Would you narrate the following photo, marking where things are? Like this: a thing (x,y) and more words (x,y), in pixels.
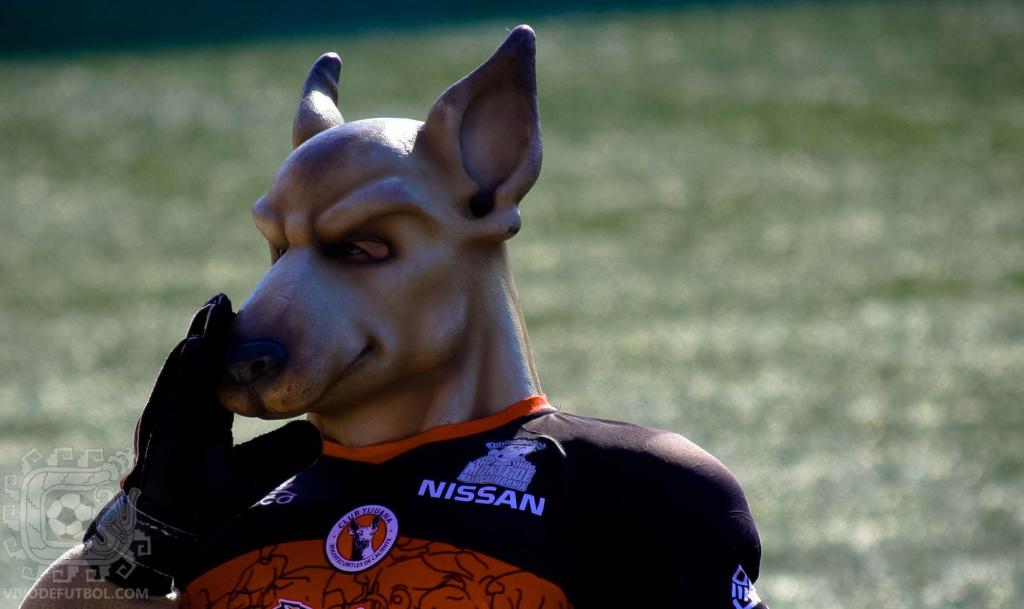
In this image I can see a person (354,371) wearing a mask (354,371) of an animal (441,289) who is dressed with a t-shirt (441,526). The background (666,81) is blurred.
